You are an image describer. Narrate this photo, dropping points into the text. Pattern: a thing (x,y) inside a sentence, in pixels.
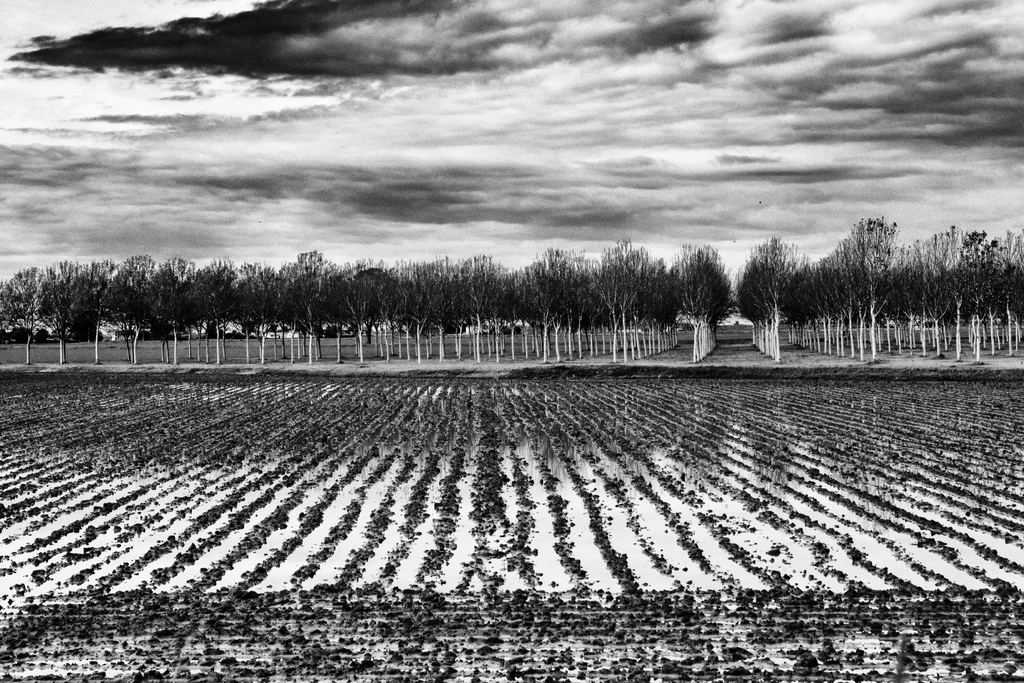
In the image there is a field (409,435) and behind the field (446,435) there are plenty of trees (882,301).
